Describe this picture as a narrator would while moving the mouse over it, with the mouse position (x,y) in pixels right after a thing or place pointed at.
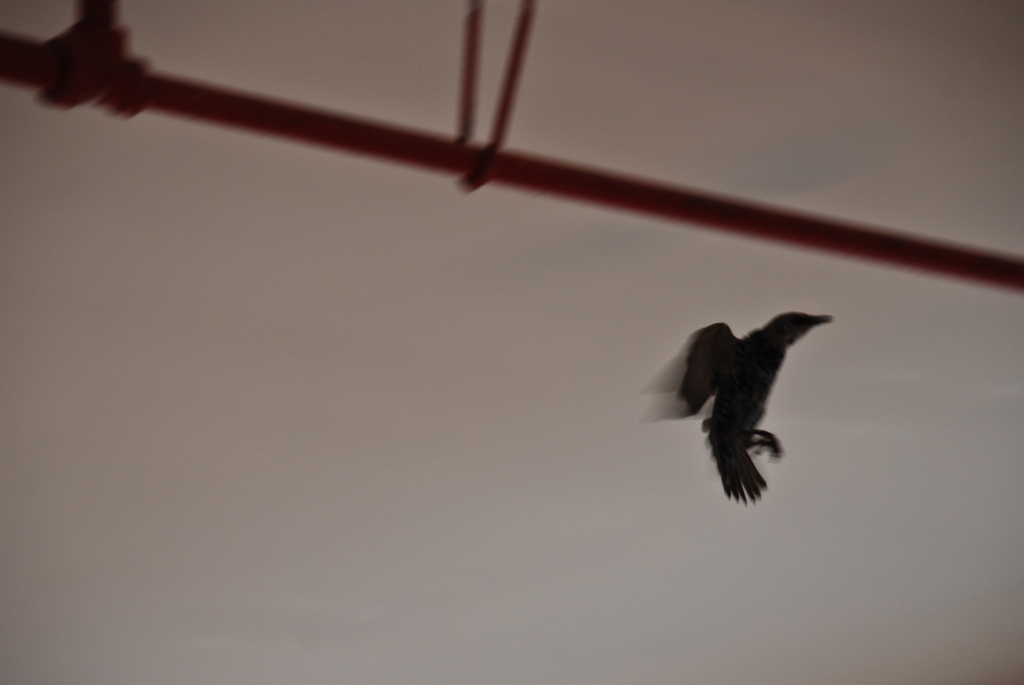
It is a blur image. In this image, we can see a bird (717,395) is flying in the air (820,442). Here we can see rod (560,180) and few objects (77,80). Background (226,172) we can see the sky (569,378).
